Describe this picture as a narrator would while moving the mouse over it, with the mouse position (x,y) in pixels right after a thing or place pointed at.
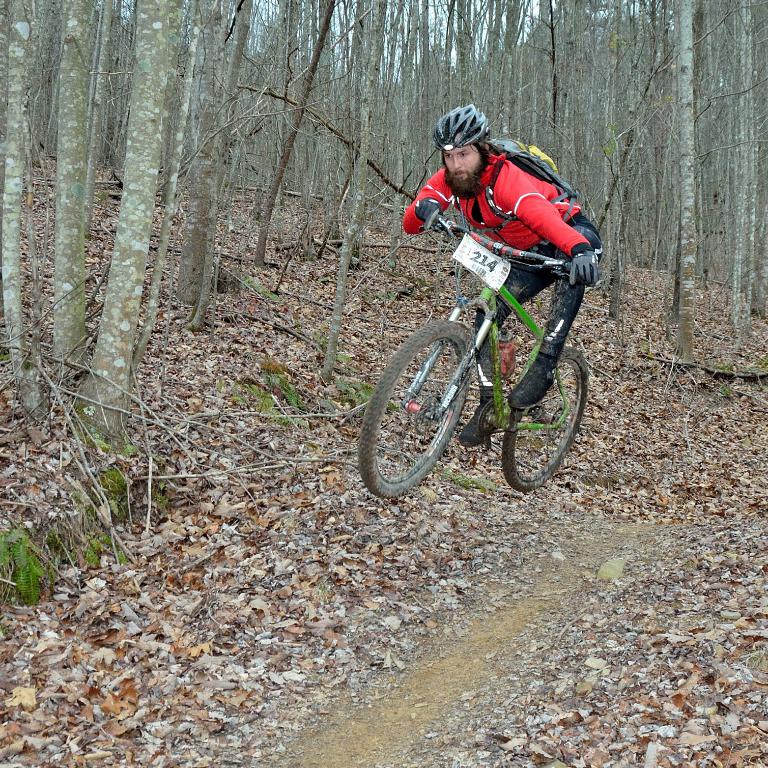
In this image I can see a man (567,322) is riding the bicycle (559,365), he wore red color coat (528,195) and a black color helmet (478,137). At the back side (313,28) there are trees (414,157), at the bottom (237,634) there are dried leaves (237,634).
